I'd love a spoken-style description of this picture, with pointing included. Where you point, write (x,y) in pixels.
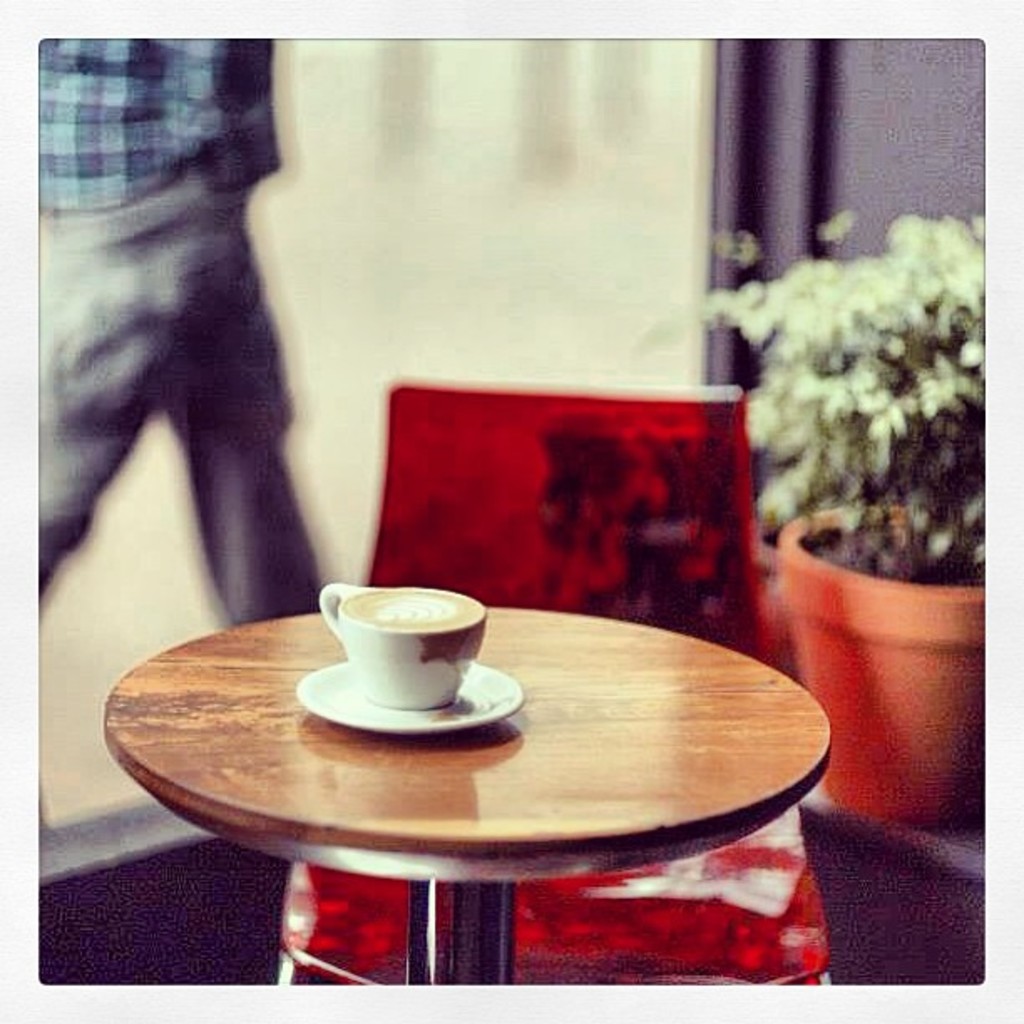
In this image there is a table (685,671) and chair (706,626), a cup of coffee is placed on the table (509,754) and at the right side of the image (866,398) there is a plant (905,475) and at the left side of the image (85,253) there is a man (71,375) walking through the corridor (109,548) and at the middle of the image (357,539) there is a white wall (547,112).
